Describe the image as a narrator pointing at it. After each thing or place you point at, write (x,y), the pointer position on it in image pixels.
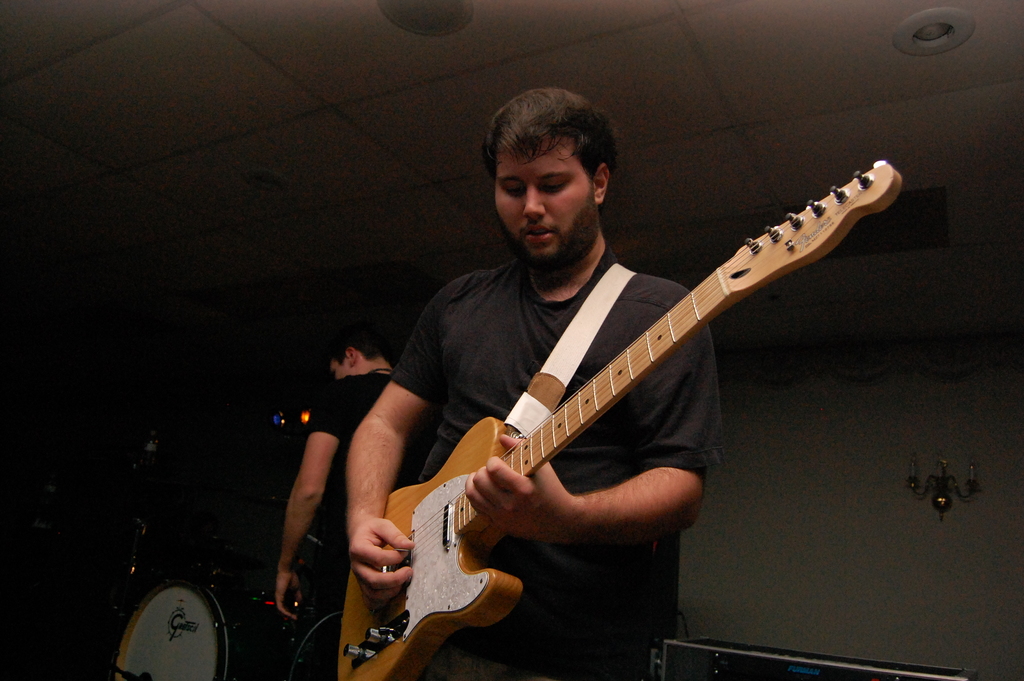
In the picture I can see two men (428,467) are standing among them the person (602,335) in the front (601,496) is holding a guitar (548,457). In the background (182,659) I can see musical drums (196,657) and some other objects (309,535). I can also see the ceiling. The background of the image (164,481) is dark.
